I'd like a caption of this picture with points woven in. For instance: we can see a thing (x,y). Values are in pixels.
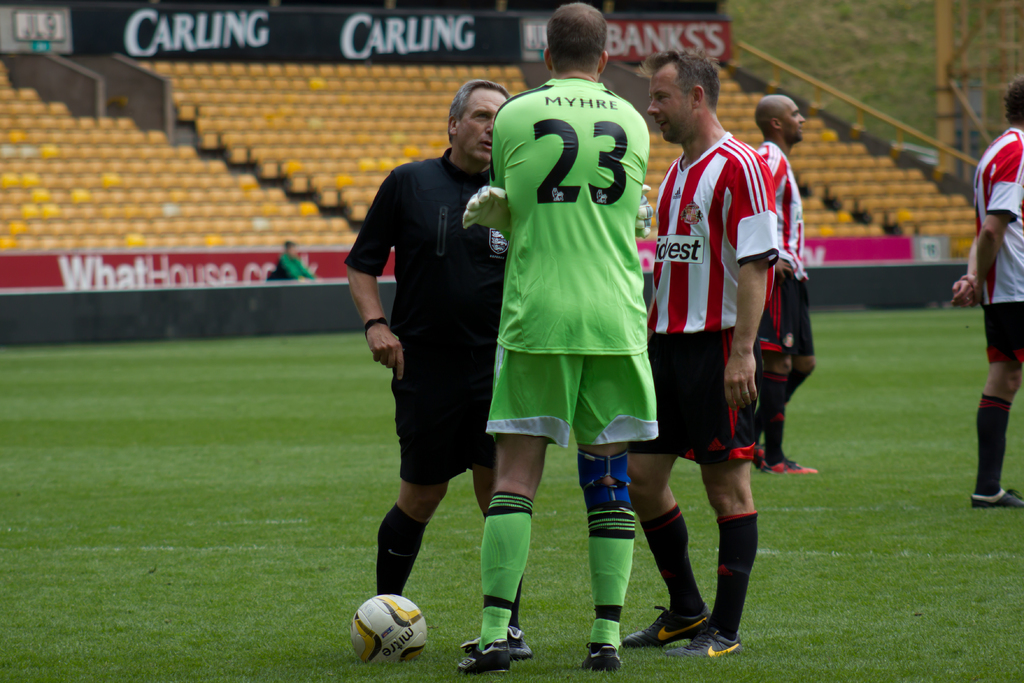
In the center of the image (498,228) there are people (689,180) standing in grass (894,619). There is a ball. In the background of the image (180,234) there are chairs (103,139). There is a advertisement board (298,56).
